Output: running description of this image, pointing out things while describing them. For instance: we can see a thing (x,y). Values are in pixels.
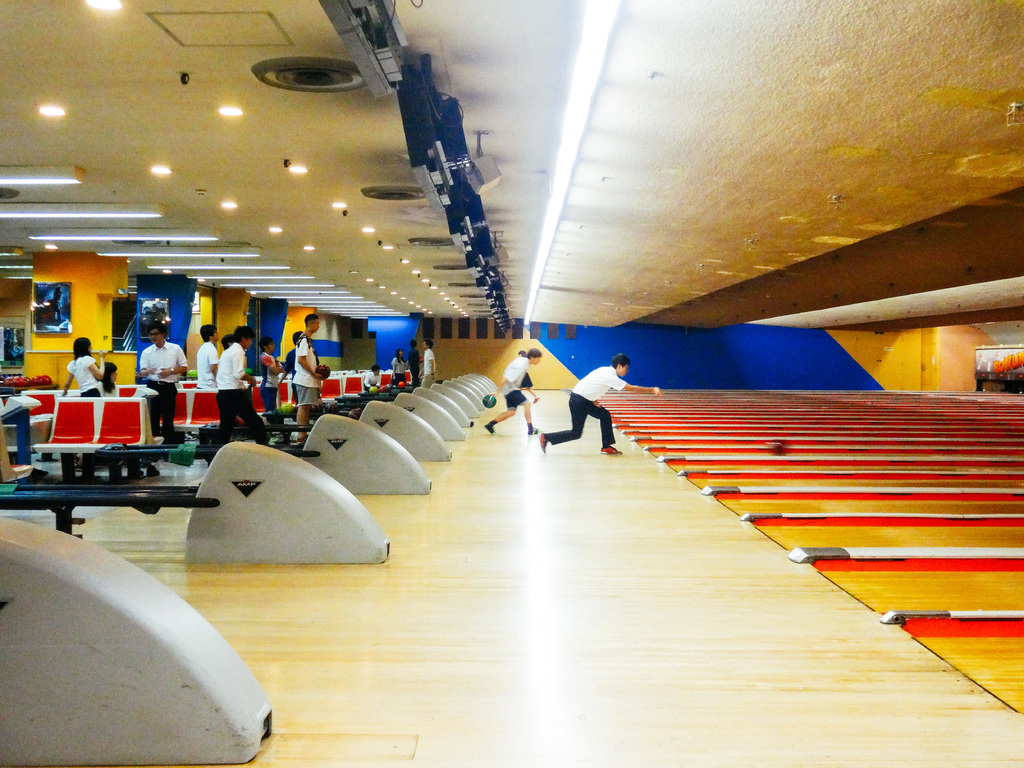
In this picture there are people (163,341) and we can see bowling floor (617,455). We can see balls (326,407), chairs (110,431) and boards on pillars (276,351). At the top (50,113) we can see lights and boards (470,266).
